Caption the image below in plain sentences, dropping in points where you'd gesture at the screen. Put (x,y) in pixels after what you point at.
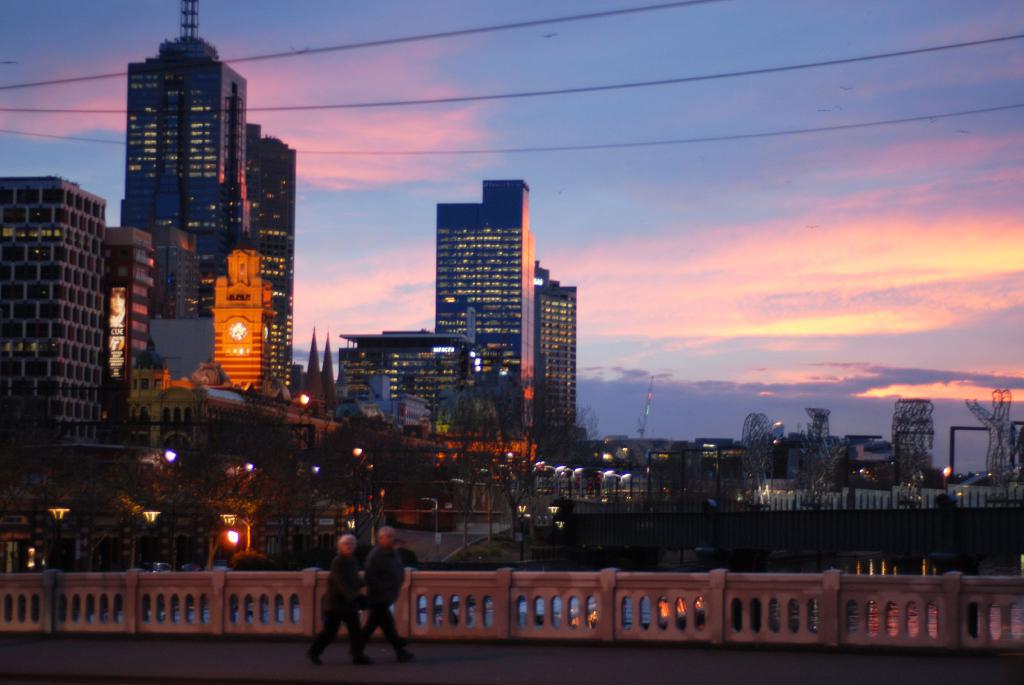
In this picture we can see two people (328,639) walking on the path (282,654). There is some fencing (114,576) from left to right. We can see a few buildings (161,245), lights (560,471) and wires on top (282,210). Sky (631,232) is cloudy.
